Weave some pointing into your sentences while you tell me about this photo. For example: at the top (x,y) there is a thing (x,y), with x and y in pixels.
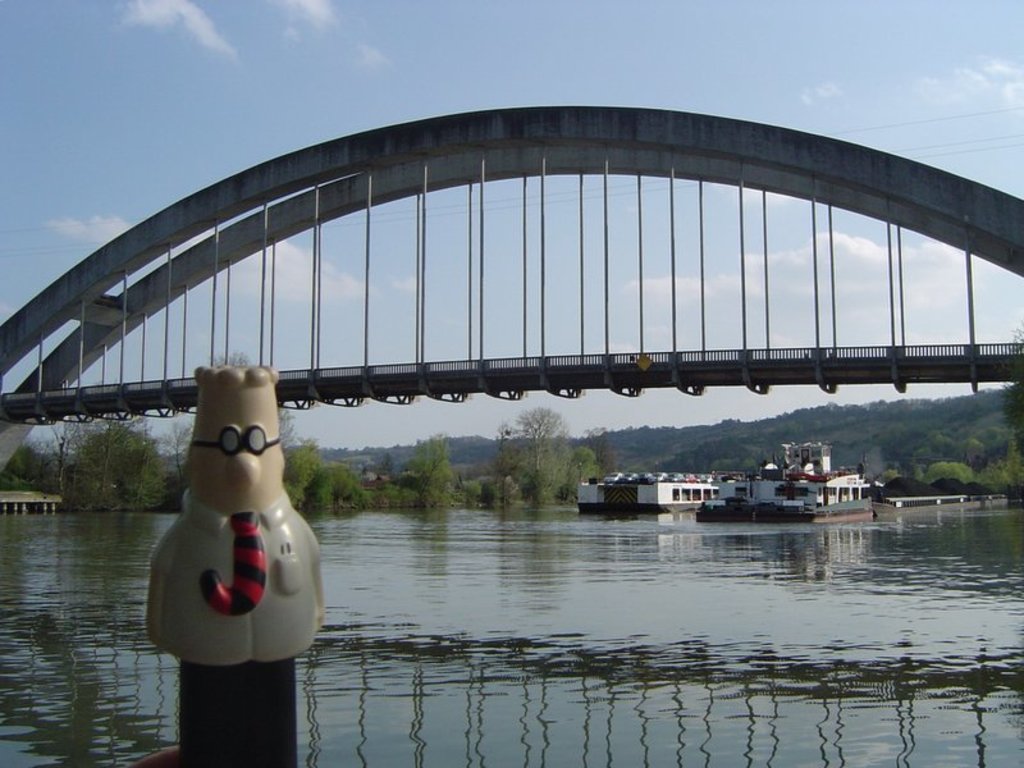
In this image in front (247,672) there is a depiction of a person (240,484). Behind him there is water (630,666). In the background of the image (544,489) there are buildings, trees (567,486) and sky (791,94). In the center of the image (595,386) there is a bridge (673,344).
